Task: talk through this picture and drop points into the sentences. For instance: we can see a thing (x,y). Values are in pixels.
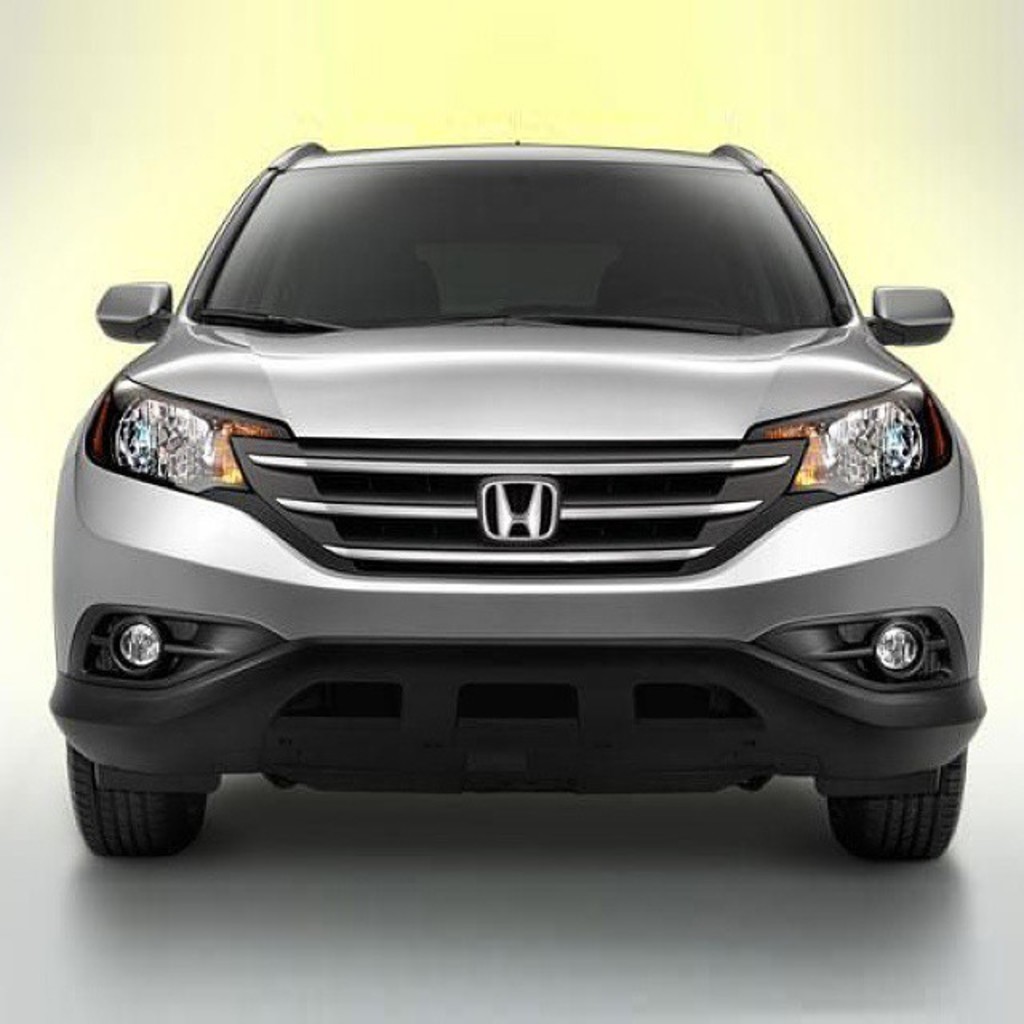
In the middle of the image (467,659) there is a car (711,333). The car (433,535) is gray in color. At the bottom of the image (131,857) there is a floor (412,892).
